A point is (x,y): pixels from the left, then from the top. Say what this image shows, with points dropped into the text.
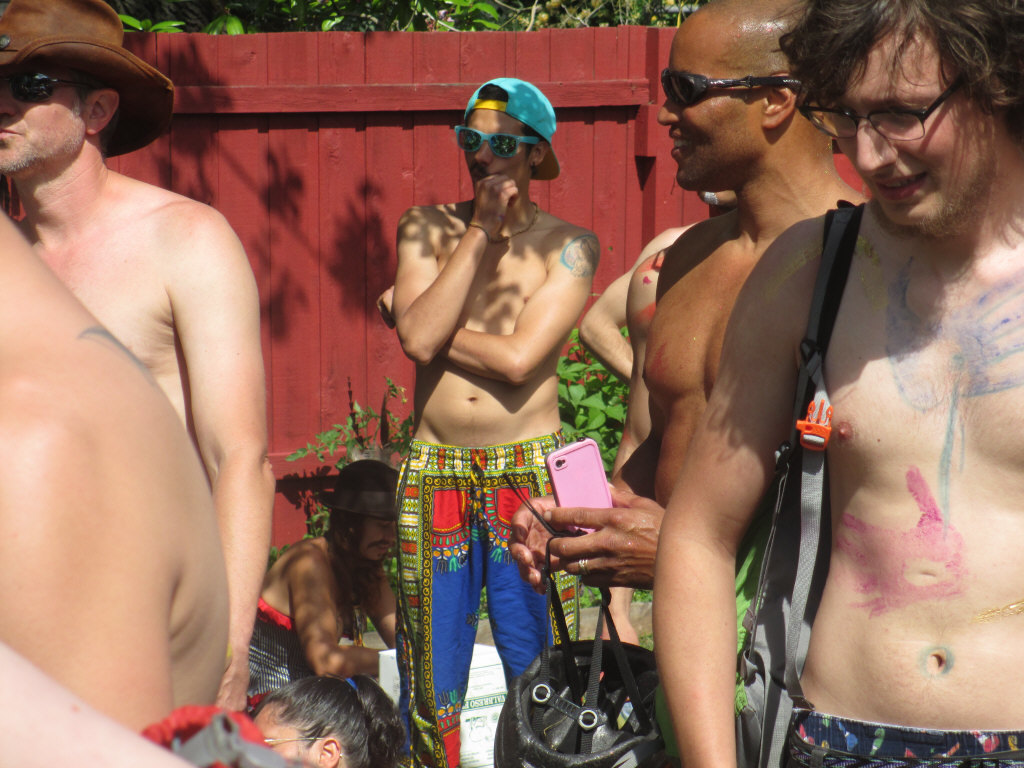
In the image there are many men (32,557) without shirt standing on the land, all of them are wearing glasses (20,95) and in the back (331,126) there is wooden fence (564,139) with plants (609,383) on either side of it.
